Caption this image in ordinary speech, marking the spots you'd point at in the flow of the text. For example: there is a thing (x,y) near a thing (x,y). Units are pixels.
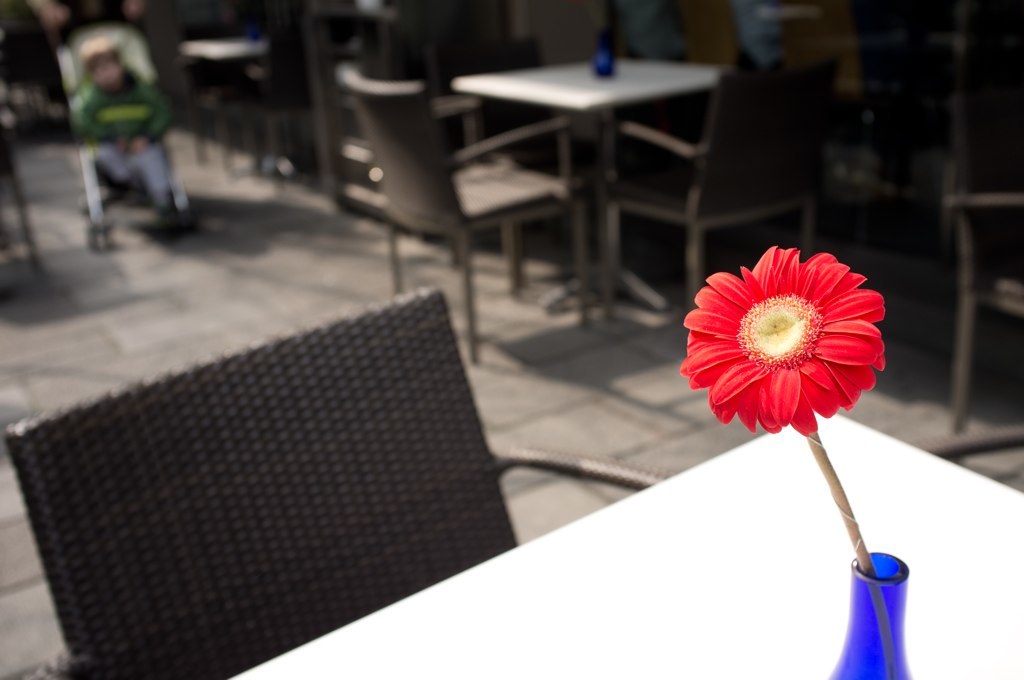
In the picture I can see a red color flower (805,431) on a white color table (809,565). In the background (392,361) I can see chairs (394,302), tables (599,250) and some other things (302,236). The background of the image (281,263) is blurred.
